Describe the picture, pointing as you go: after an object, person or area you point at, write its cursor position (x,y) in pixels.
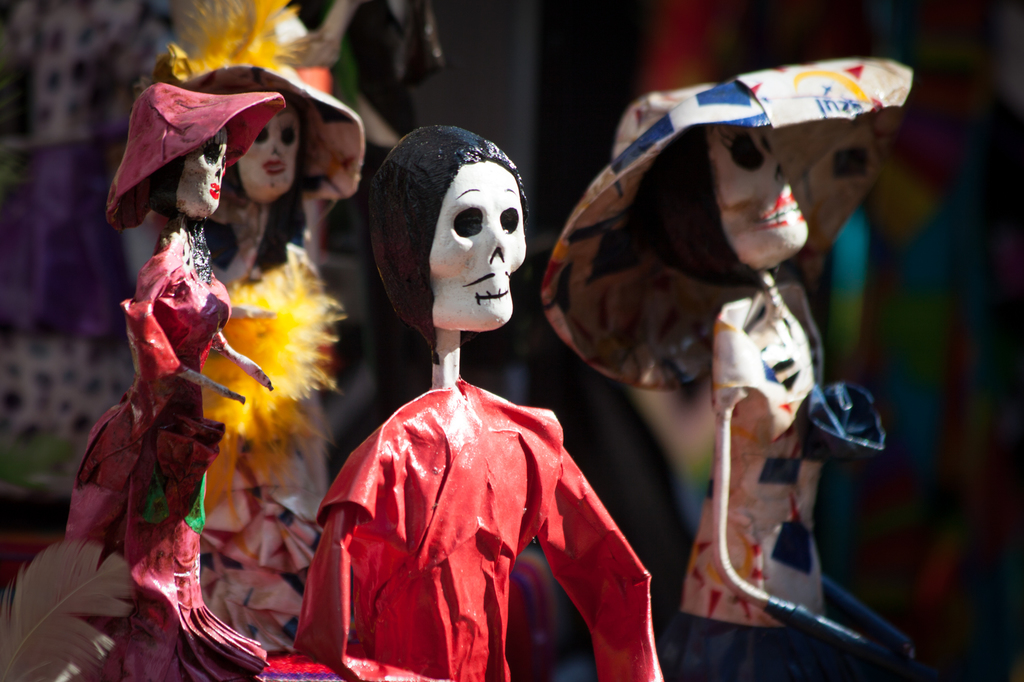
In this picture there are toys (279,166) which are made up of clay (548,473). In the center (419,236), there is a toy (351,473) in red in color. Behind it, there are toys (288,250) with hats (808,98).
